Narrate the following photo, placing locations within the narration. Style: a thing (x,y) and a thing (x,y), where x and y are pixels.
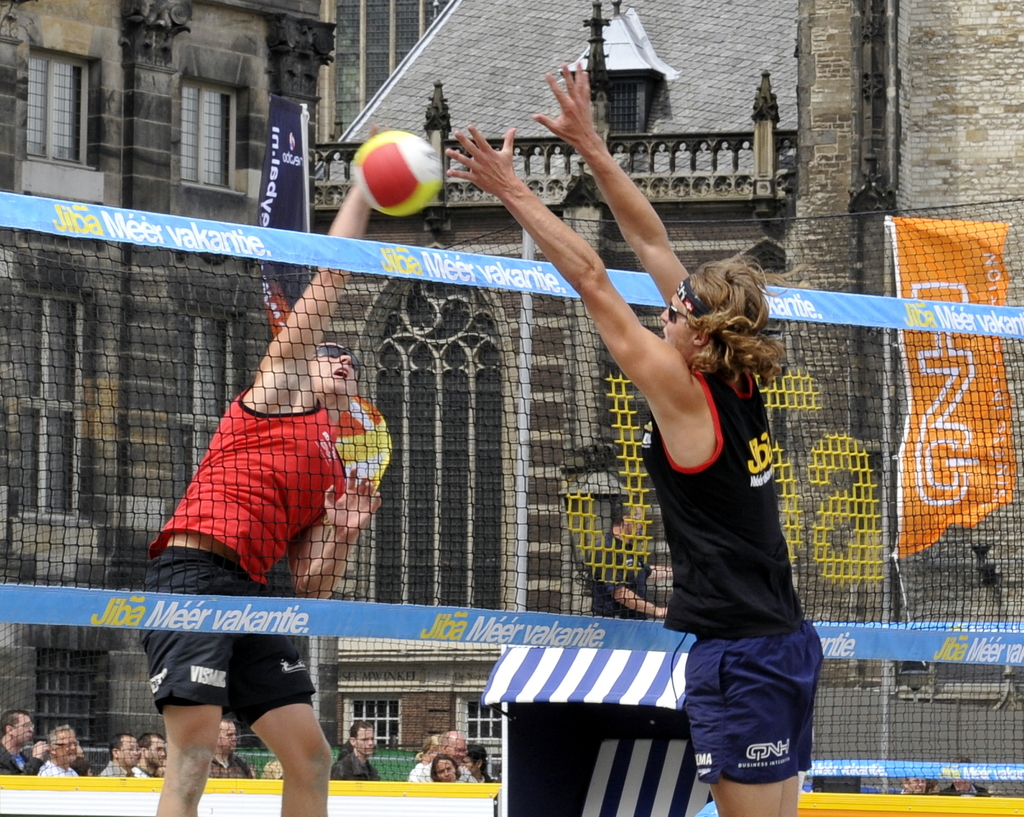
In this image we can see two people (306,419) playing a game. In the center (610,464) there is a net (610,417) and we can see a ball (370,174). In the background (21,123) there are buildings (23,154) and flags (279,268). At the bottom (14,737) there is crowd (17,753).
